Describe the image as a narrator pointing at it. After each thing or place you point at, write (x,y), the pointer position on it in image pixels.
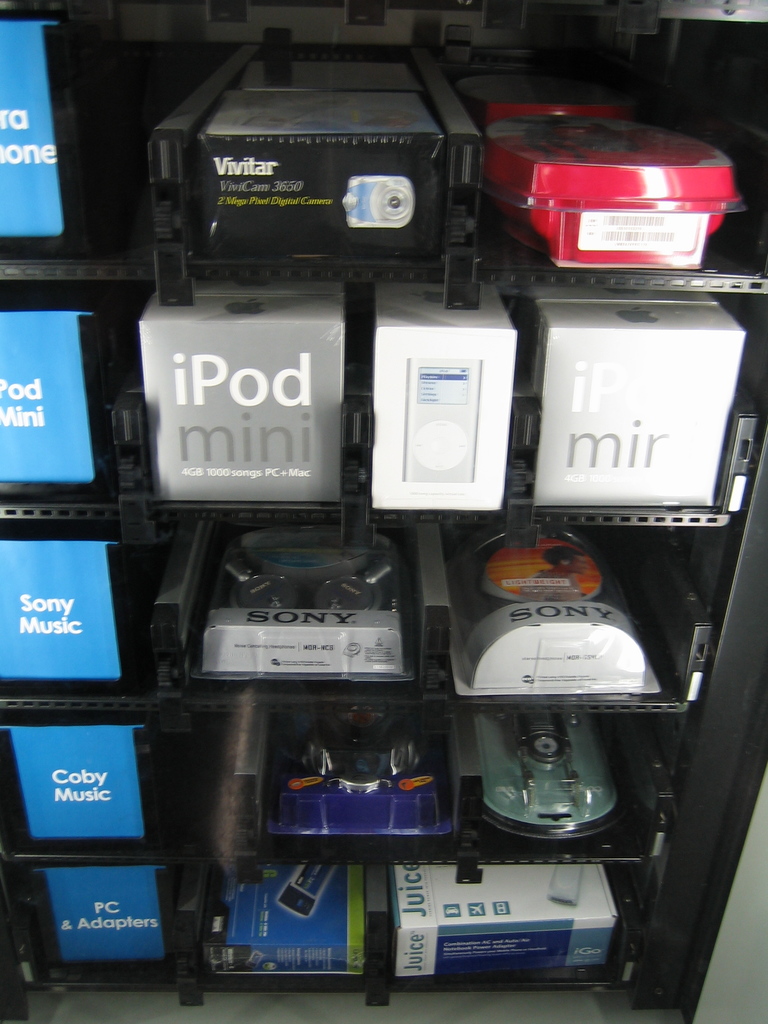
In this image we can see objects (68,898) arranged in a shelf (234,989).
